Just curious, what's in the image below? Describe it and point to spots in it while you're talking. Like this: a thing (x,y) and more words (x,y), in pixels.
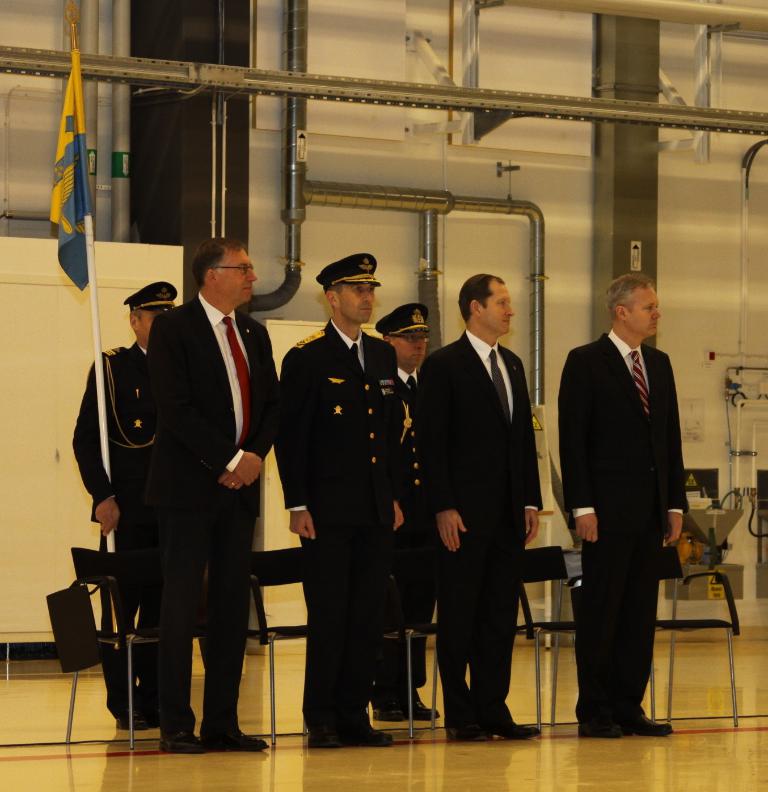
In this image we can see a few people (410,488) standing, among them one person (119,584) is holding a flag (58,216), there are some metal rods (438,101), poles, chairs (153,574) and some other objects (693,493).
